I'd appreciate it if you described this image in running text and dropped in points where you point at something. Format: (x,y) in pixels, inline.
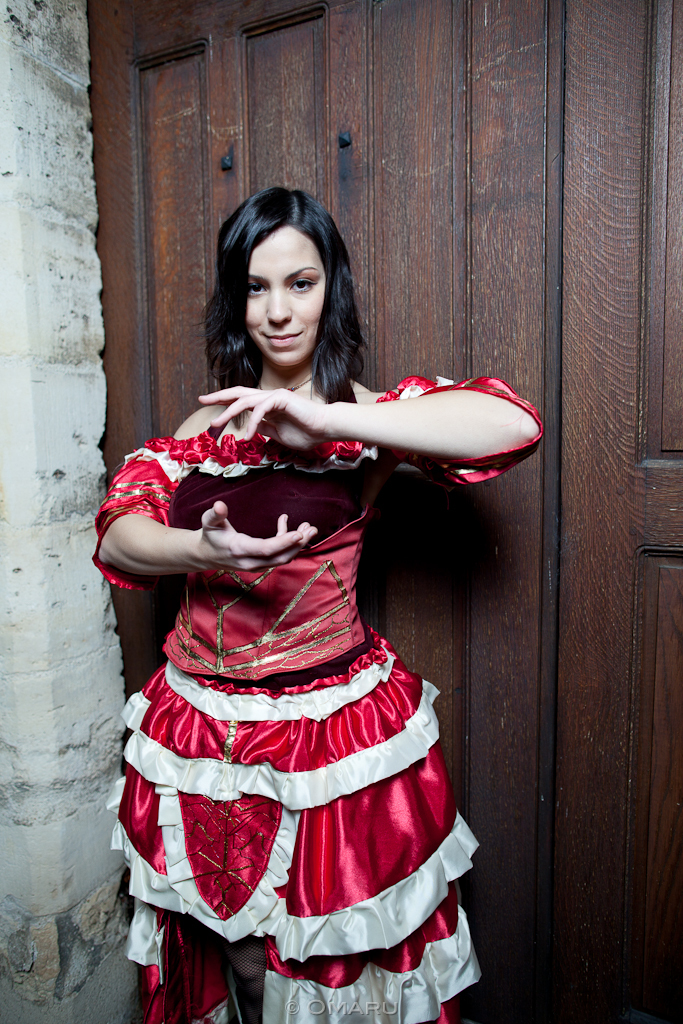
In the center of the image (291,385), we can see a lady (285,740) standing and in the background (73,296), there is a wall (48,274) and a door (566,281). At the bottom (371,1010), there is some text (371,1010).
